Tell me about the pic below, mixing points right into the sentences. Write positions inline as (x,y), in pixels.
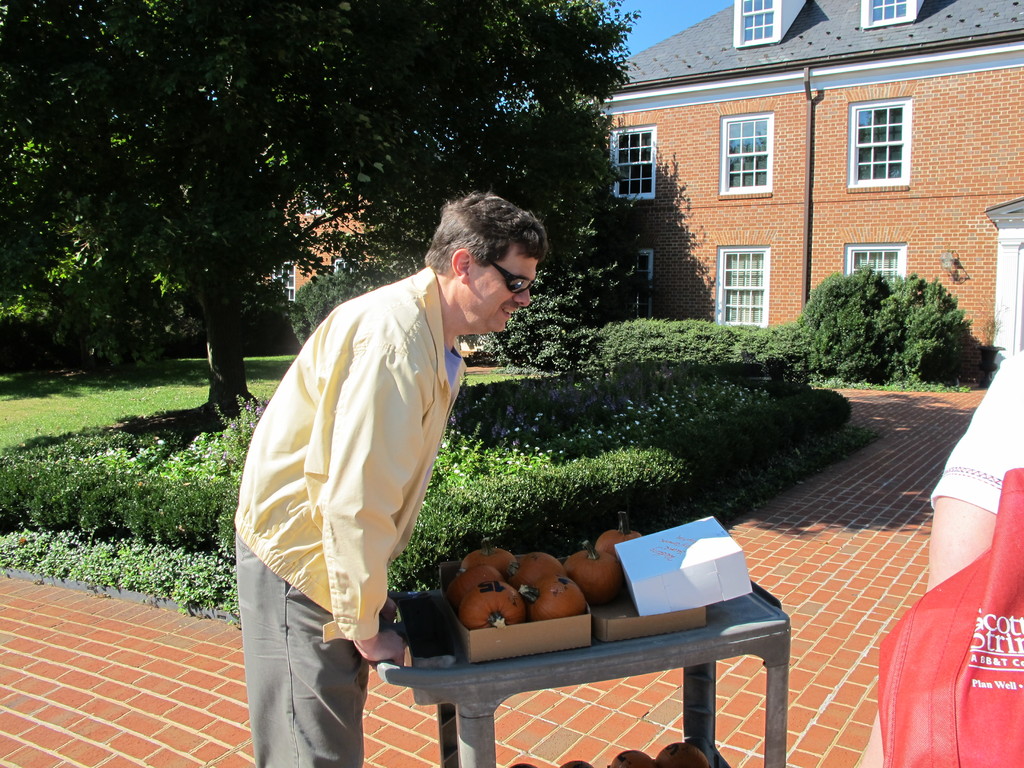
In the picture I can see a person (392,510) wearing yellow color jacket (448,401), glasses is standing near the table (447,731) where some fruits (540,605) are placed in a box (539,649). Here we can see a red color object (907,660) and a person's hand (931,534) on the right side of the image (893,674). In the background (594,331), we can see shrubs (802,327), trees (612,24), a house (733,177) and the blue color sky (670,14).
